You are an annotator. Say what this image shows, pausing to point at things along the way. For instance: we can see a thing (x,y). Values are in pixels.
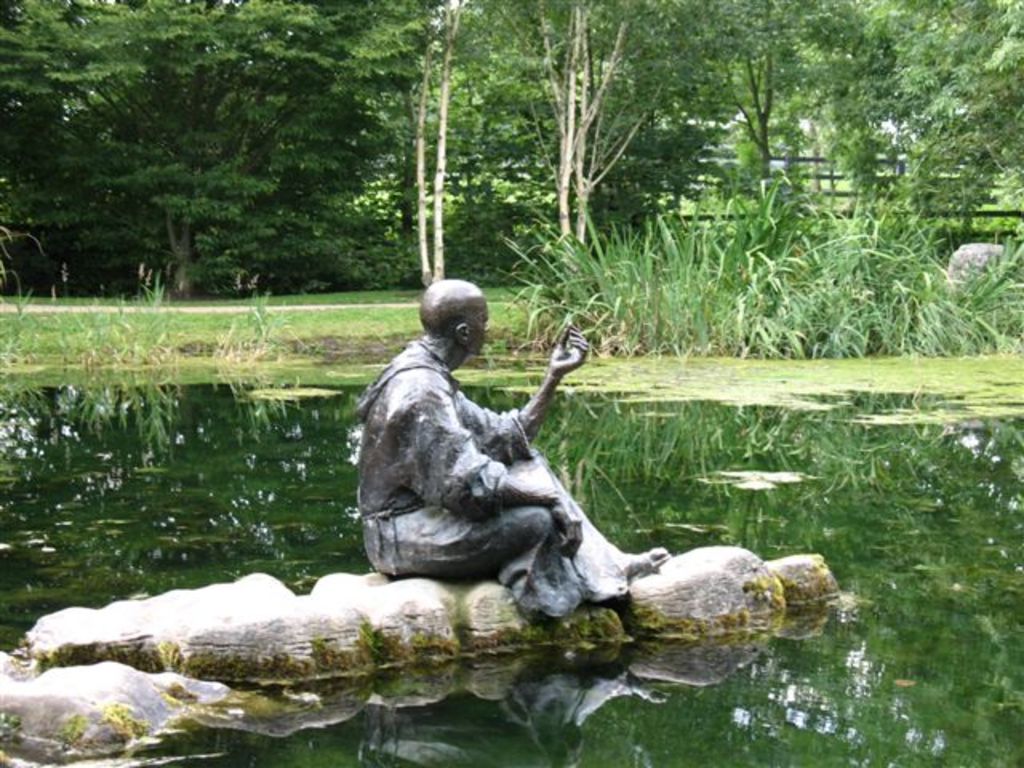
In this image I can see statue (456,457) of a person (450,442). In the background (566,266) I can see plants (613,281), water (338,386) and trees (318,156).
